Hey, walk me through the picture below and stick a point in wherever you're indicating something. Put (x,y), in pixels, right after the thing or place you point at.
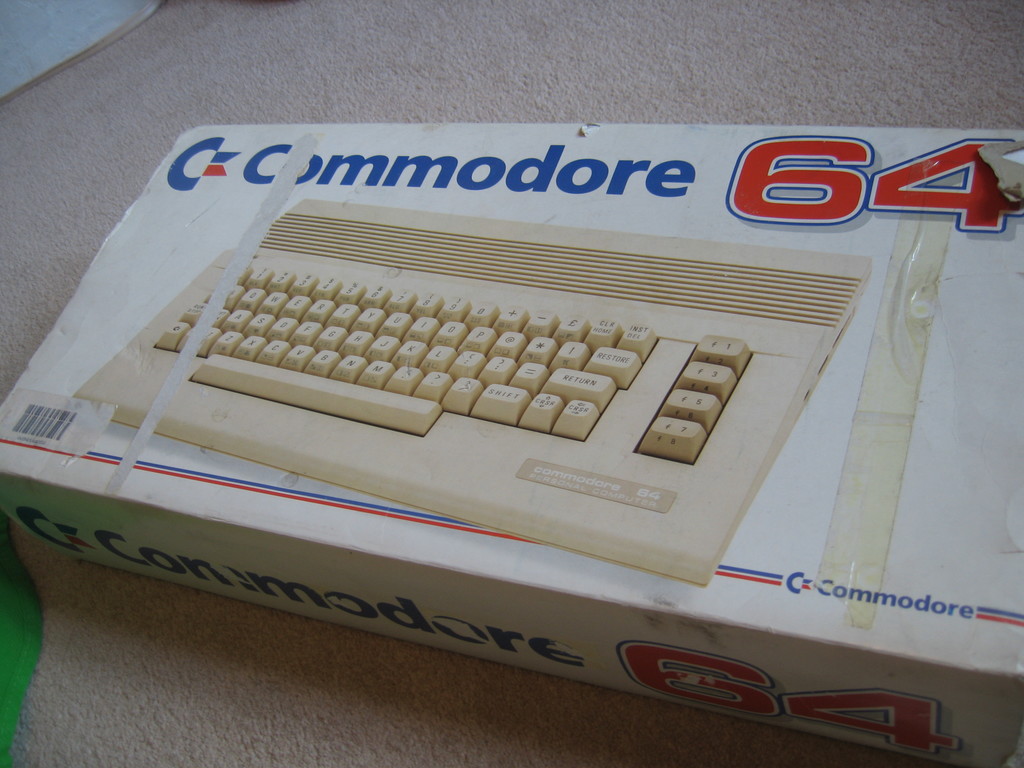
In this image, I can see the picture (343,430) of the keyboard (459,383) on the cardboard box (695,368). This looks like a barcode (43,409). This cardboard box (402,151) is placed on the floor (629,80).
